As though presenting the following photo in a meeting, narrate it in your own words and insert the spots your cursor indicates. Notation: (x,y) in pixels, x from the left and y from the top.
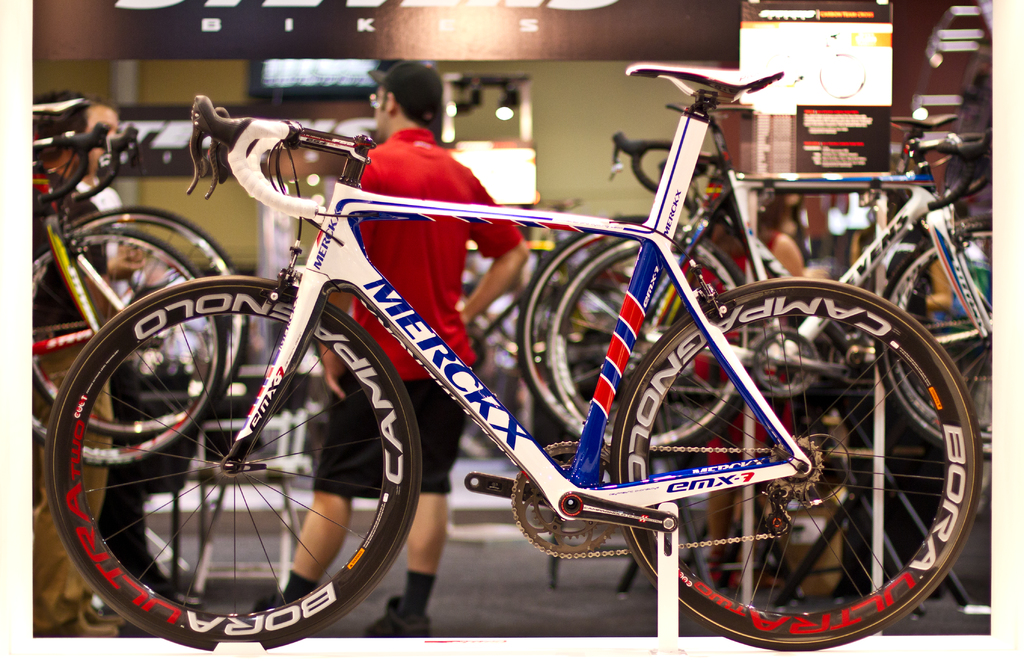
In this image there are bicycles (611,327), group of people (474,314) standing, boards (328,51) and some other objects (332,66).
